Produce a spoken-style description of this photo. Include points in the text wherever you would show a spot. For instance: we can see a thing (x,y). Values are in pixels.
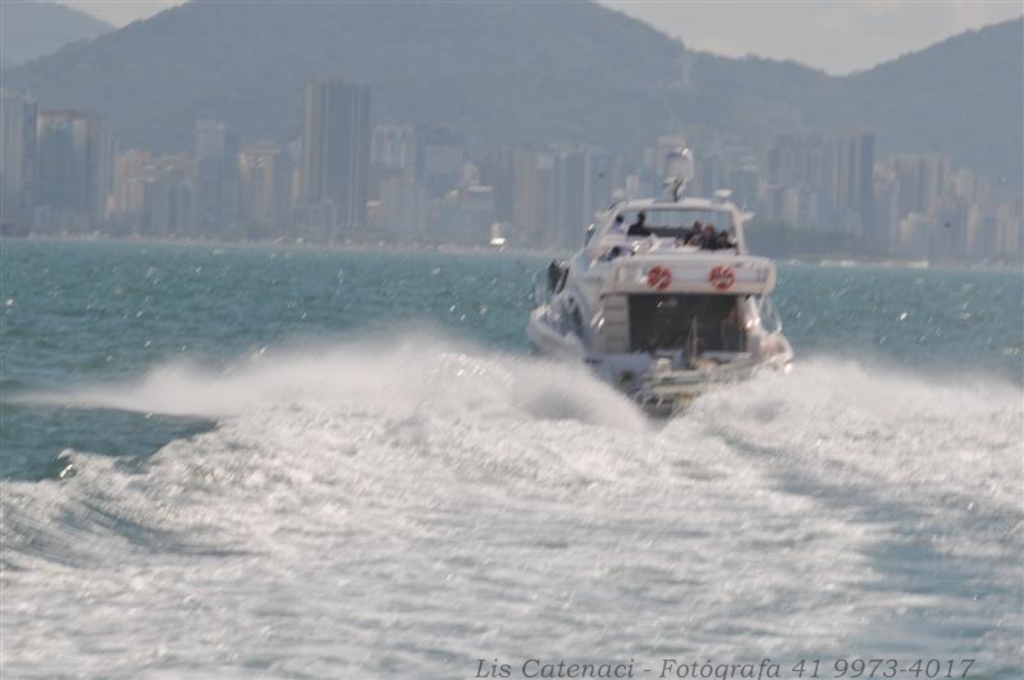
In the center of the image (638,285) a boat (707,260) is present. In boat (669,232) some persons (727,236) are sitting. In the background of the image (412,183) we can see a buildings (378,136), mountains (559,80) are present. At the bottom of the image (437,519) water (424,491) is there. At the top of the image (825,37) sky (840,33) is present.
